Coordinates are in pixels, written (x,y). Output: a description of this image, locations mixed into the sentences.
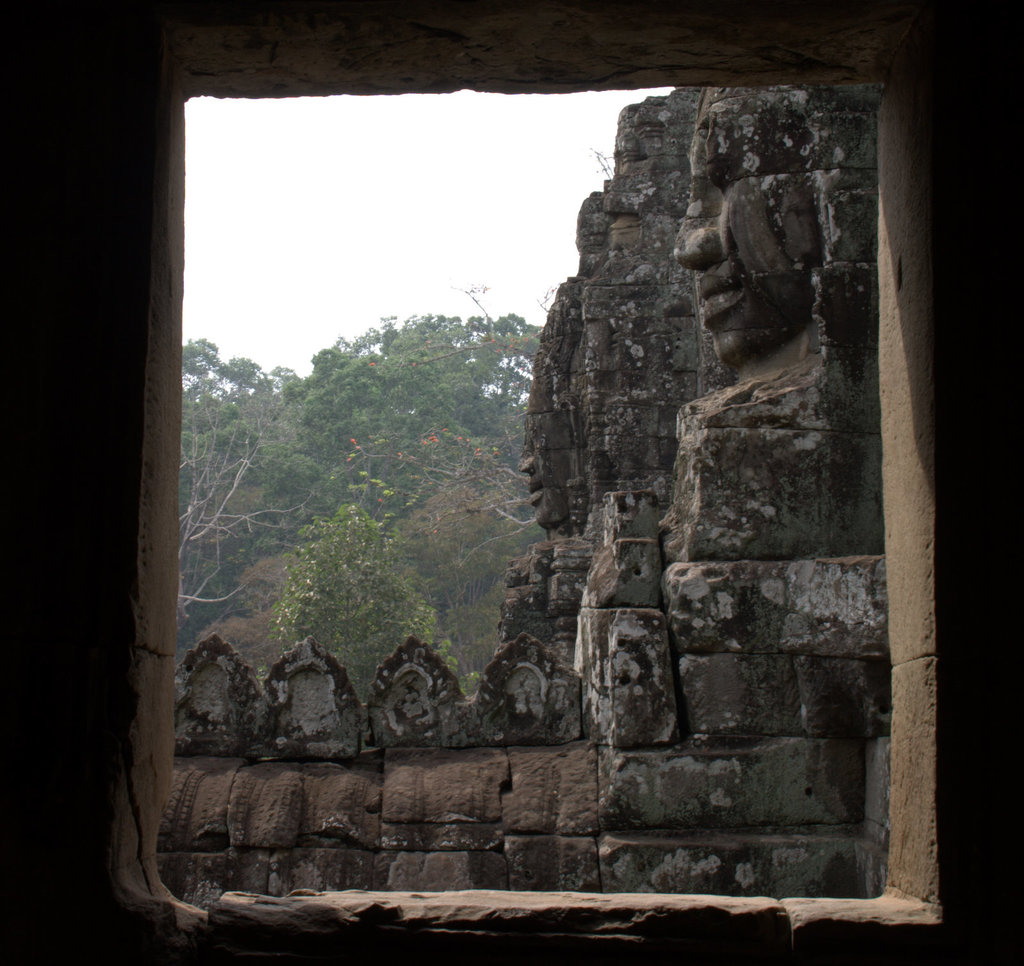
In front of the picture, we see an open window (251,932) which is made up of rocks (925,401). From the window (248,948), we can see the rocks (650,520) which are carved and trees (363,441). At the top of the picture (342,212), we see the sky (335,259).
